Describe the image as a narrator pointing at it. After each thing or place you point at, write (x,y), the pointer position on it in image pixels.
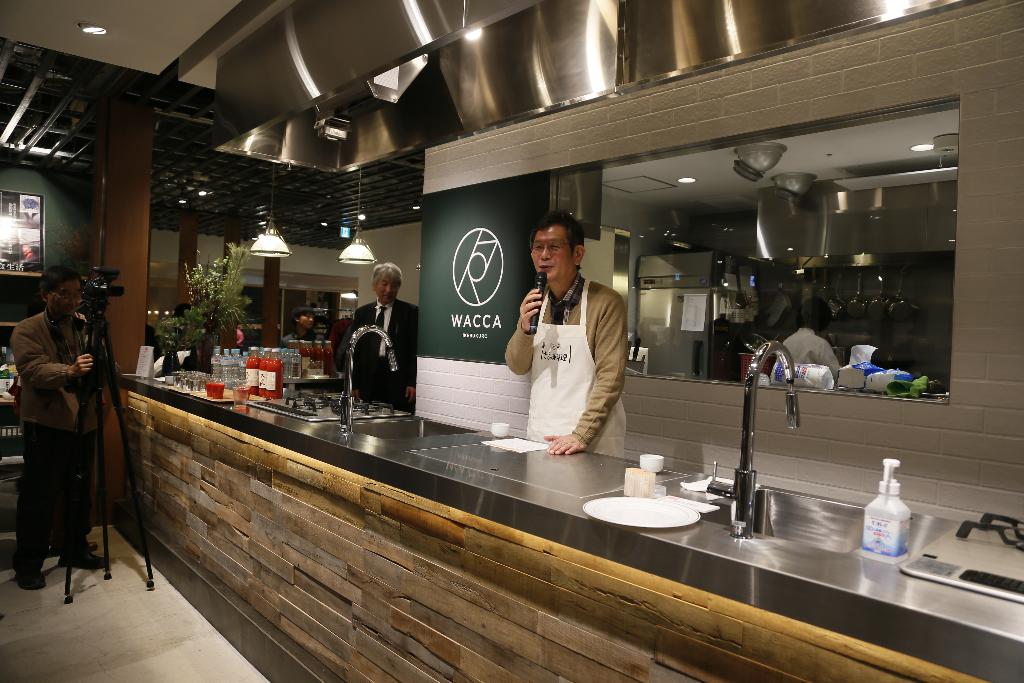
In this picture I can see some people (355,328) are standing. This person (542,332) is holding a microphone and wearing an apron (573,374). This person (58,371) holding a video camera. On the kitchen top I can see sinks (767,514) which has taps (752,419) on it, bottles (272,379), plates (658,512) and other objects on it. In the background (324,222) I can see lights (348,257), kitchen (777,304), a refrigerator (685,288), lights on the ceiling (371,175) and other objects (883,293) over here.
